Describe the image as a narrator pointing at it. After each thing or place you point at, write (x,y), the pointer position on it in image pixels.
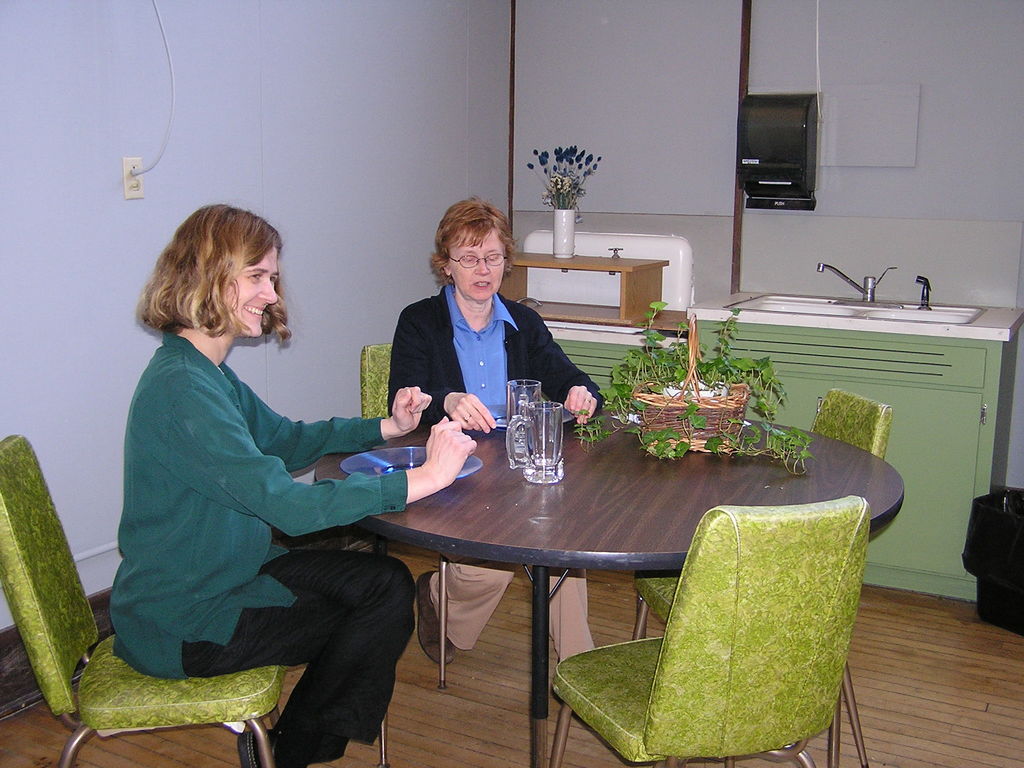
In this picture there are two ladies (189,607) those who are sitting on the chairs (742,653) around a table (579,497), there is a flower basket (647,340) on the table (566,425) and glasses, and plates (379,453), there is a tap (873,299) at the right side of the image (836,269), there is a shelf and flower pot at the center of the image (557,305), there is a desk (985,474) at the center of the image (612,336).
